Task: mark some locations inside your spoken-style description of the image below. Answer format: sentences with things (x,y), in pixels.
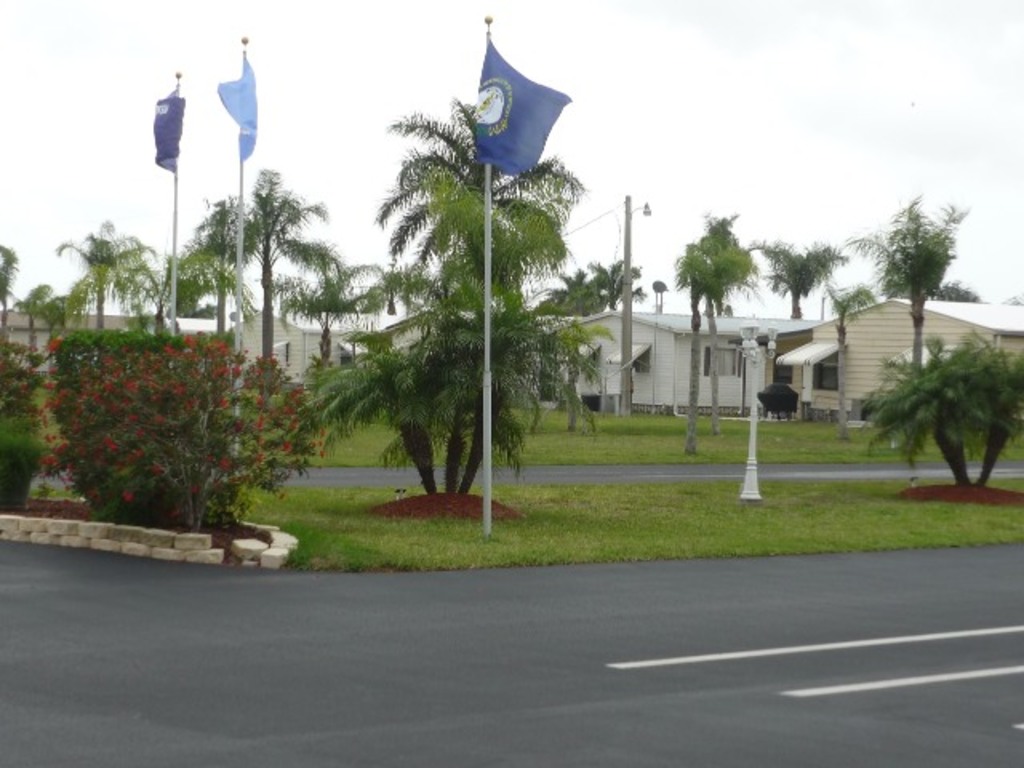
As we can see in the image there is grass (634,435), trees (362,405), houses (736,359), street lamps (626,285), flags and sky (883,42).
